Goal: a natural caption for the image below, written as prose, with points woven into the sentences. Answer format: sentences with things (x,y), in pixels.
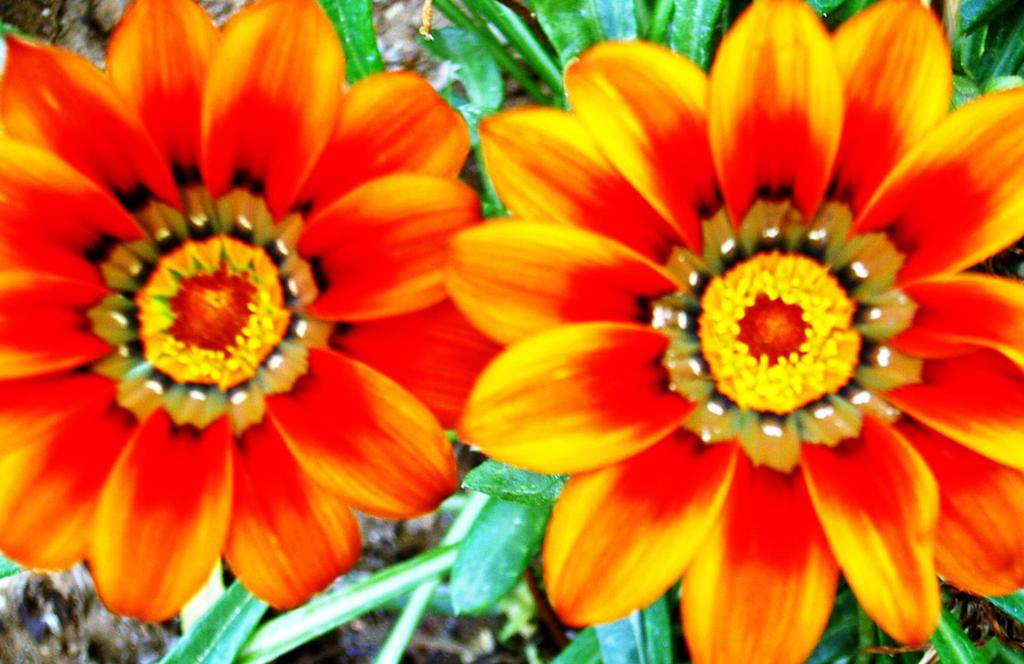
This image is a zoomed in picture of flowers (417,246). In the background of the image (519,67) there are leaves (473,71).
